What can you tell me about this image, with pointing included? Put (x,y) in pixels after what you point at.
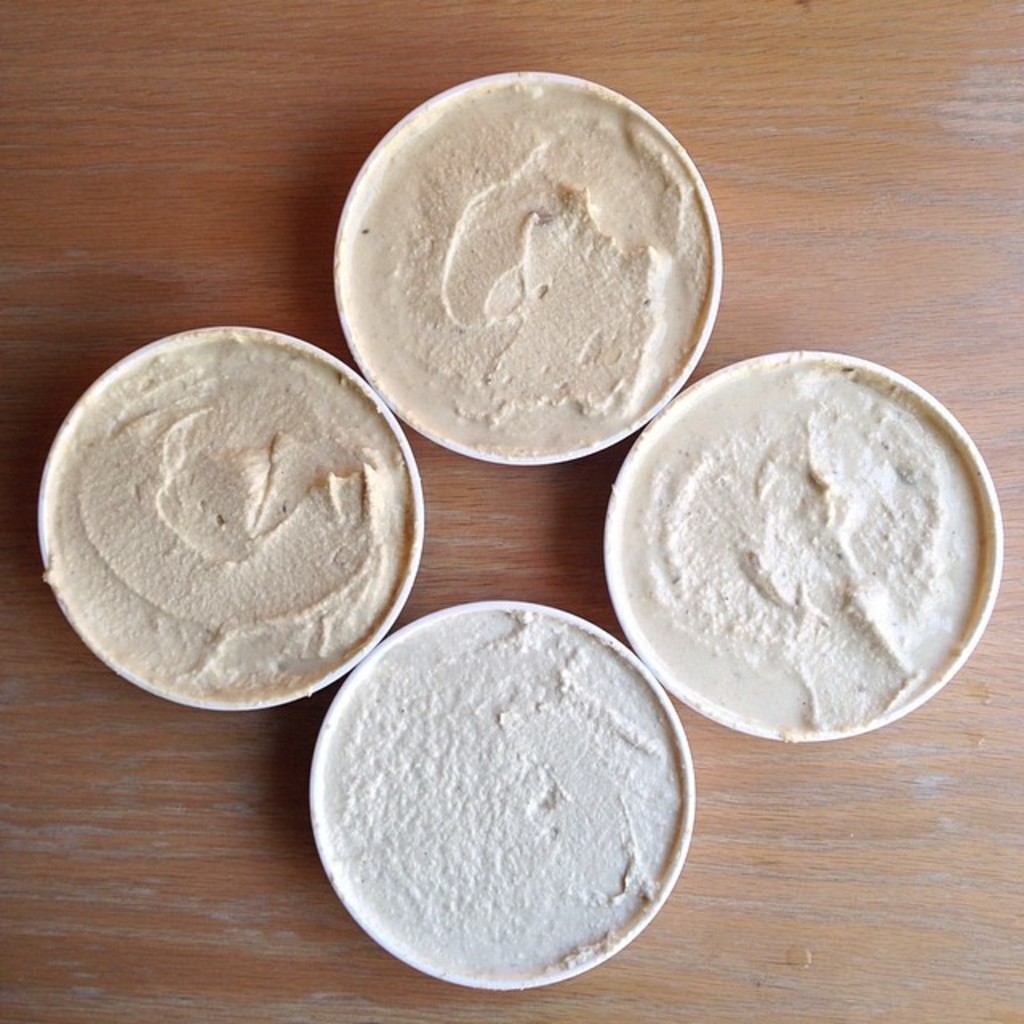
In this image I can see 4 bowls (420,707) of food items (837,717) on a wooden surface (873,748).
